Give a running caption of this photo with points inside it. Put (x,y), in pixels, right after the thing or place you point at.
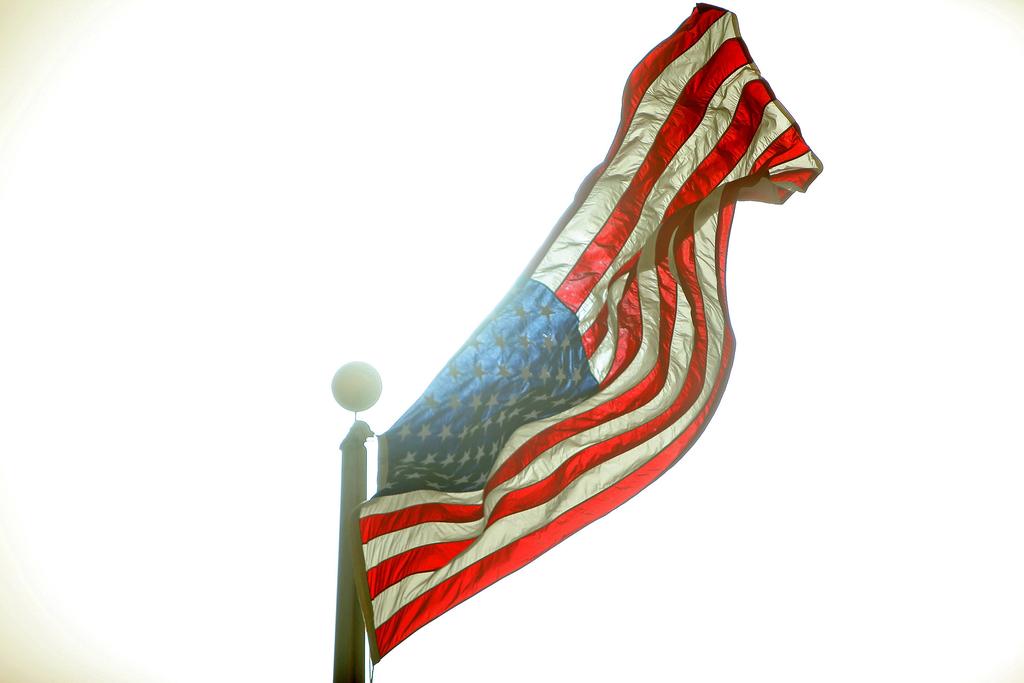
In this image I can see a flag (532,375) and a pole (338,642). The background of the image (259,191) is white in color.
